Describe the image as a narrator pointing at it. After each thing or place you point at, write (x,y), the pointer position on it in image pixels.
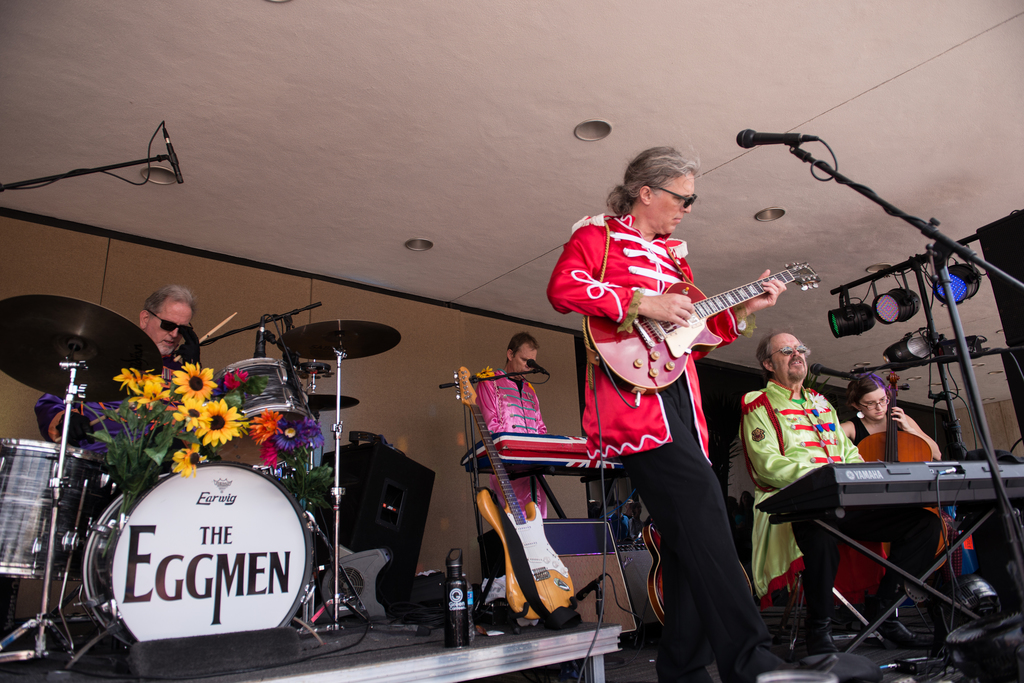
In this picture there are few persons (788,437) are playing some musical instruments (884,440). The person (576,287) who is standing in the middle of the image (627,282) is holding guitar (694,325) in hands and there is a mike stand (792,150) in front of this person (654,257). On the right side of the image (807,426) two persons (847,440) are sitting on the chairs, one is playing piano (836,472) and another one is playing cello (891,451). The person (168,334) who is at the left side (143,358) is playing the drums (90,469). The person (504,393) who is at the back side (504,423) is standing and playing the piano (515,444).
